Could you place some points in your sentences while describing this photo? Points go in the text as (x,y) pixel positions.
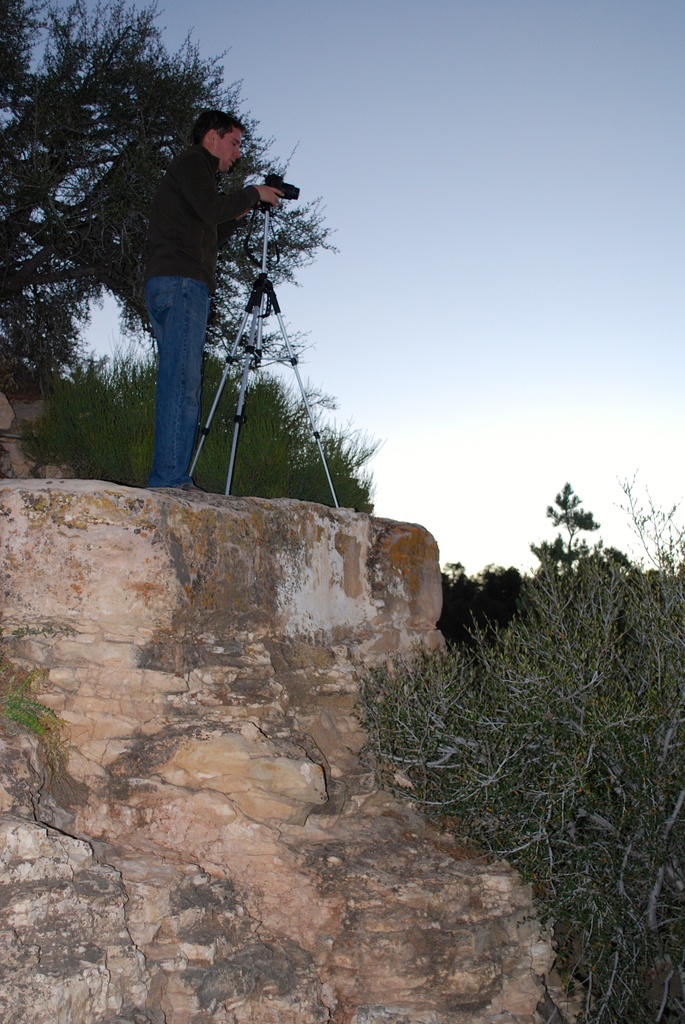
In this picture we can see a few plants (479,759) on the right (677,600) and left side of the image (144,234). There is a person (190,188) holding a camera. This camera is visible on a tripod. We can see the sky (586,69) on top of the picture (305,57).
